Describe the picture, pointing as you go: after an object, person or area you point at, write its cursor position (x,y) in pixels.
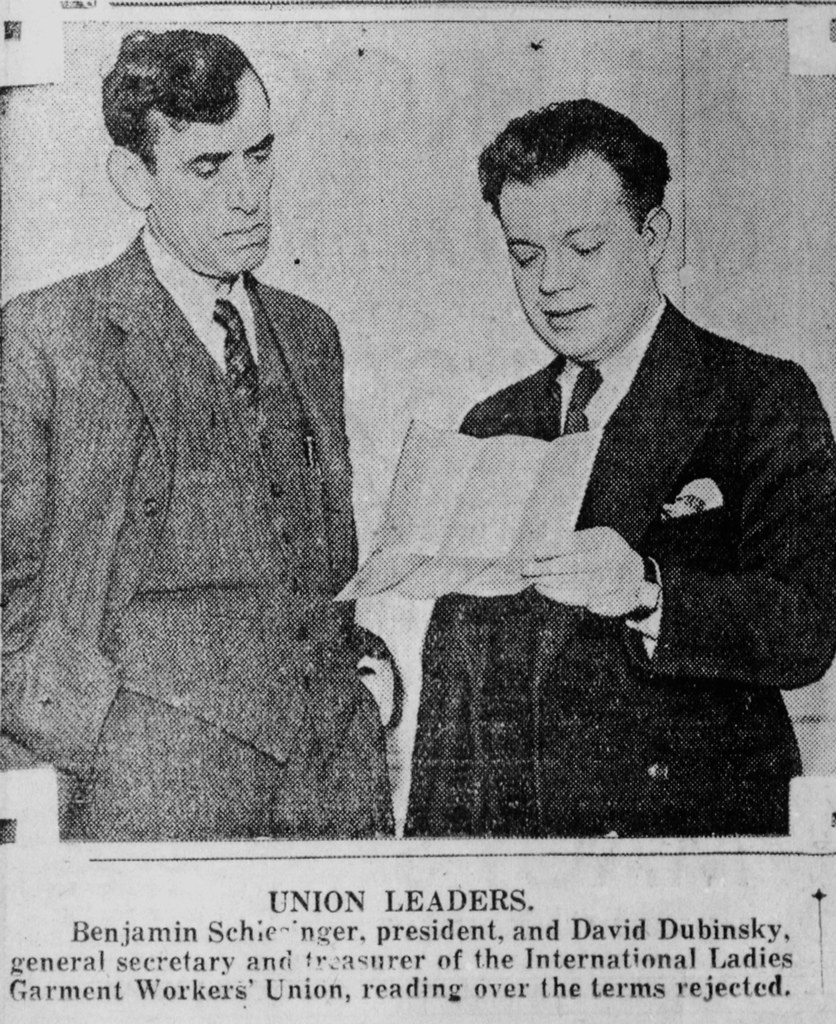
This is a black and white image. In the center of the image (280,598) there are two persons (414,764). At the bottom of the image (313,893) there is text (307,909).
